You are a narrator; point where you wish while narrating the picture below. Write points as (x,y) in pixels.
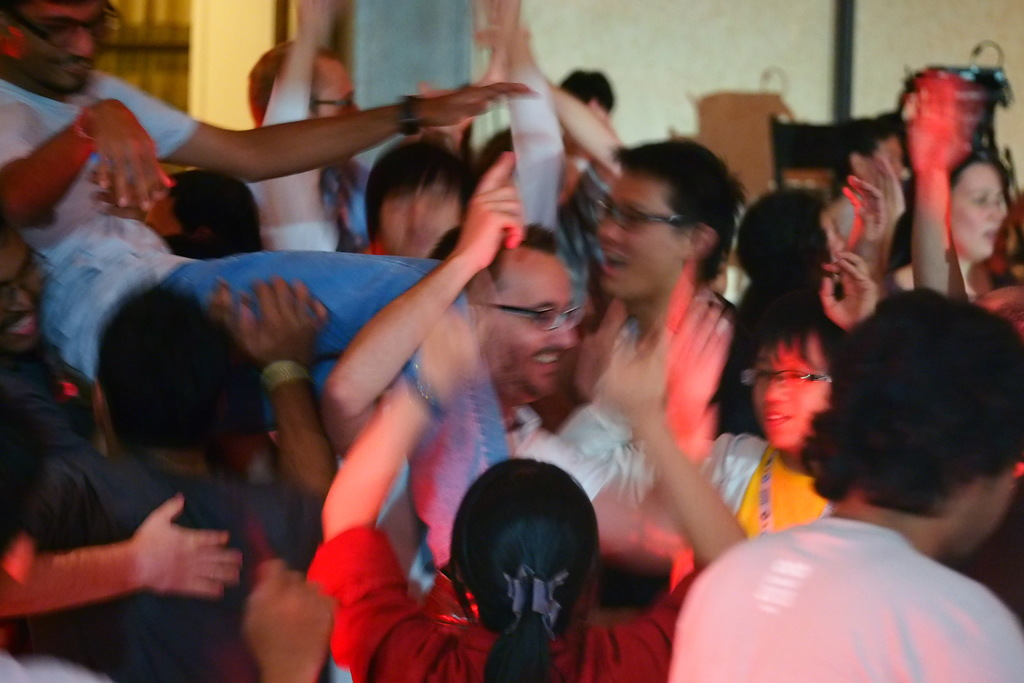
In this image people (406,367) are standing on the floor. At the back side (685,45) there is a wall (685,45).
